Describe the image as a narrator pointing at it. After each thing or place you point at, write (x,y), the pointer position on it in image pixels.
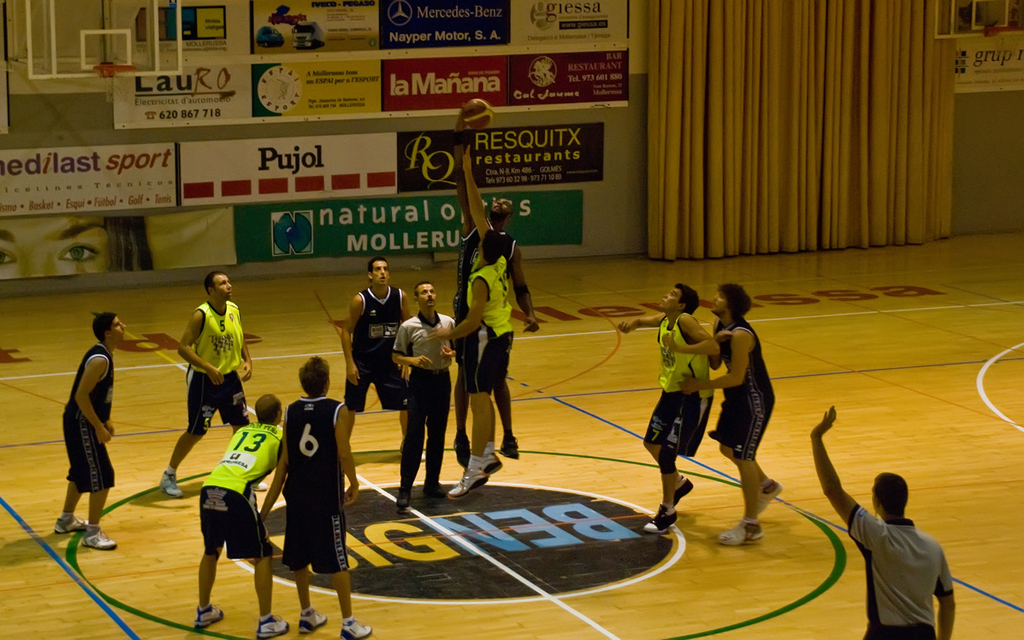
In this image few players (464,320) are playing basketball. Here there is a basket (110,72). In the background (195,165) there are posters (316,112), curtains (745,99).
